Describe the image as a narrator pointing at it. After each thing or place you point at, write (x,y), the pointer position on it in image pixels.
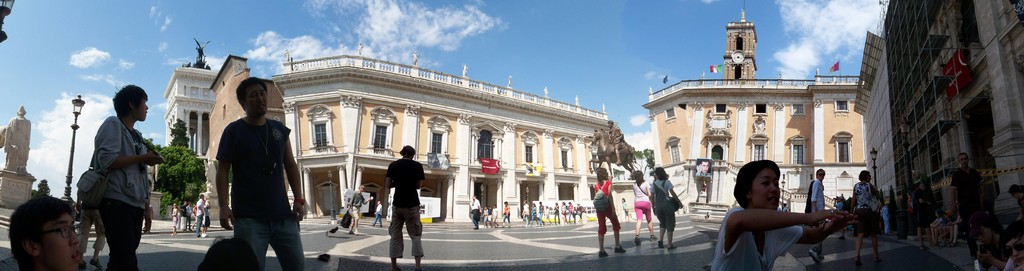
In the background (252,51) we can see the clouds (56,110) in the sky (696,39), buildings (665,112), trees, windows (570,147), objects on the walls (705,150). We can see the statue (615,136) of a man (612,123) sitting on the horse (624,149), placed on a pedestal (620,179). In this picture we can see the people (242,197). Among them few are sitting, standing and walking. On the left side of the picture (21,174) we can see another statue (23,156) placed on a pedestal (2,181). We can see the lights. On the right side of the picture (1001,144) we can see a building (987,136), red board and a light pole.
